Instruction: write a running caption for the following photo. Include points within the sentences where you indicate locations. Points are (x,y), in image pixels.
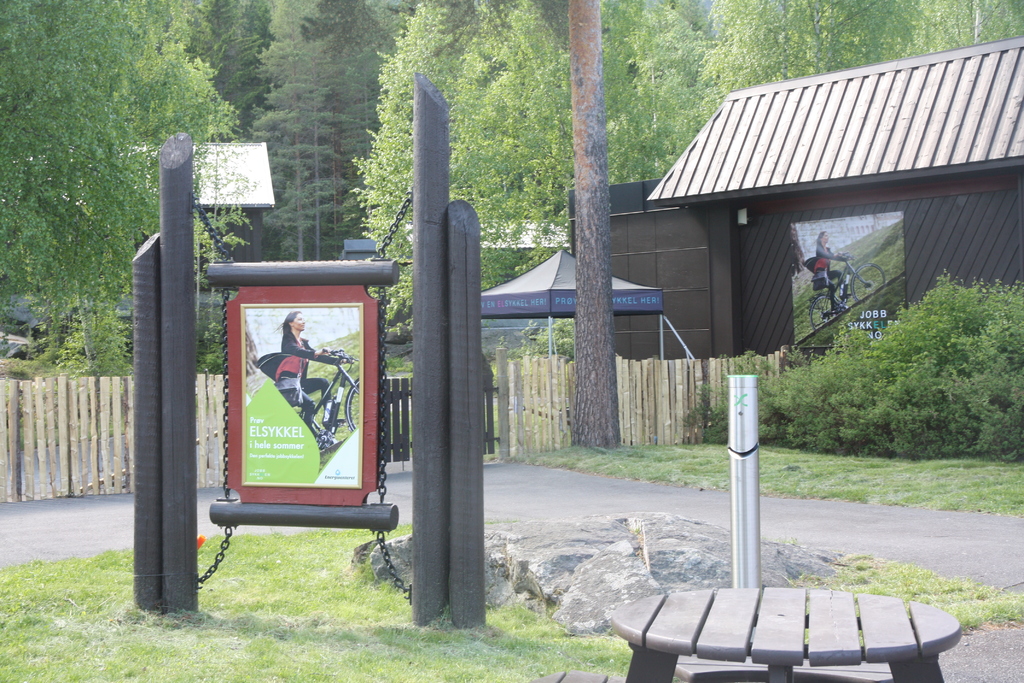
In this picture there is a board (357,298) in the foreground (421,404), on the board (328,313) there is a picture (342,359) of a woman (292,342) riding bicycle (328,407) and there is a text (264,472). At the back (965,205) there are buildings (1001,230) and there is a picture (844,268) of a woman (832,276) riding bicycle (847,295) on the wall (917,237). At the back (929,333) there are trees (558,341) and there is a wooden railing (654,366). In the foreground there is a table (928,619) and bench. At the bottom (673,469) there is grass (766,452) and there is a road (104,532).
